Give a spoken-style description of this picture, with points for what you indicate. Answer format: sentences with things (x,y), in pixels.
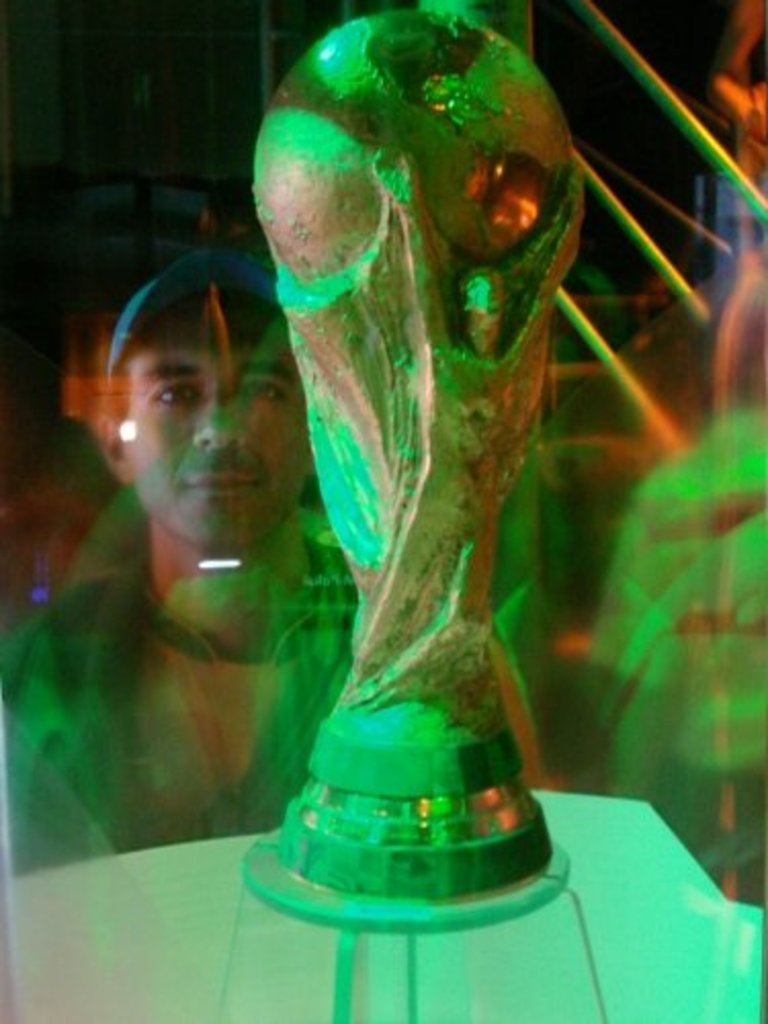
In this image there is a football cup (393,272) on the podium (188,976). Behind the cup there is a person (224,556) watching and the background of the image (691,599) is blur.
